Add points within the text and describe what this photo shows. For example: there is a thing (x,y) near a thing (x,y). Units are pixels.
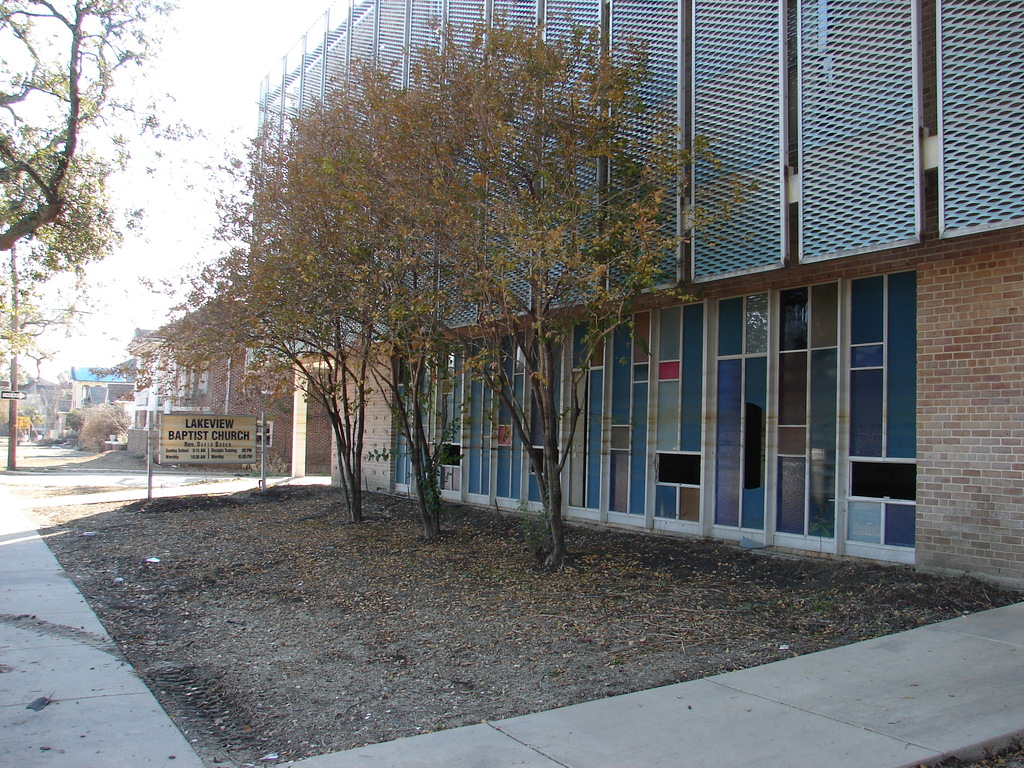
In this picture there are buildings (741,370) and trees (207,362) and poles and there is a board (213,425) on the pole (264,431) and there is text (245,434) on the board (230,452). At the top (221,97) there is sky (221,97). At the bottom (57,725) is a pavement (791,747) and there is ground (454,609) and there are dried leaves (415,528).
